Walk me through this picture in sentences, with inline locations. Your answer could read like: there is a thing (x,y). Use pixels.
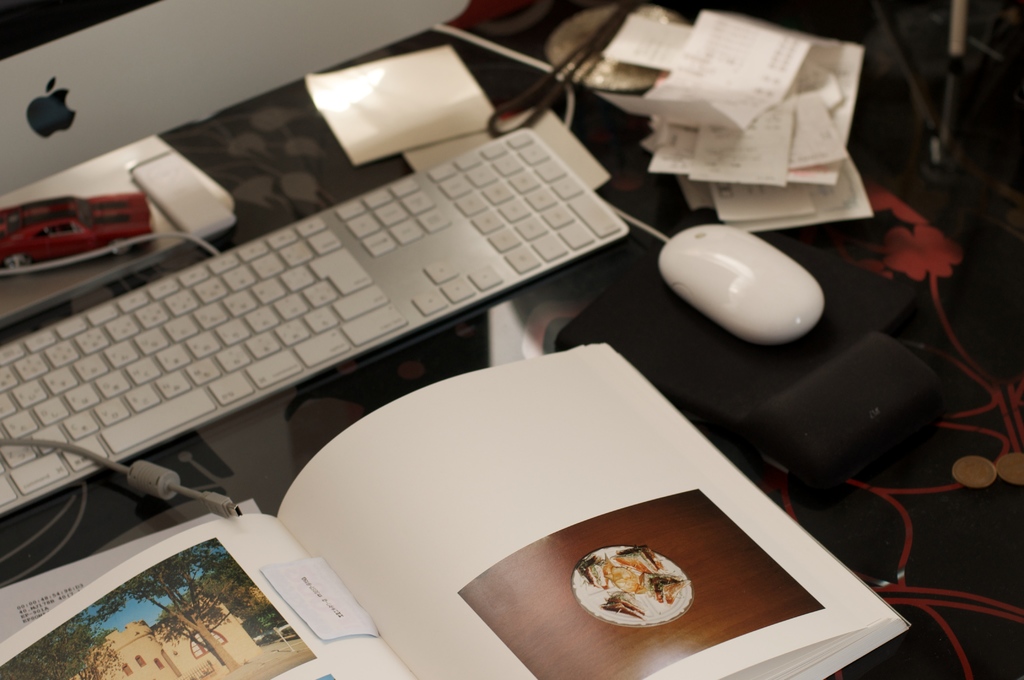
This picture shows a monitor (33,12) and a keyboard (412,284) and we see a book (255,561) and few papers (363,82) and a mouse (757,340) on the table (962,510) and we see couple of coins (997,474) and a toy car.
